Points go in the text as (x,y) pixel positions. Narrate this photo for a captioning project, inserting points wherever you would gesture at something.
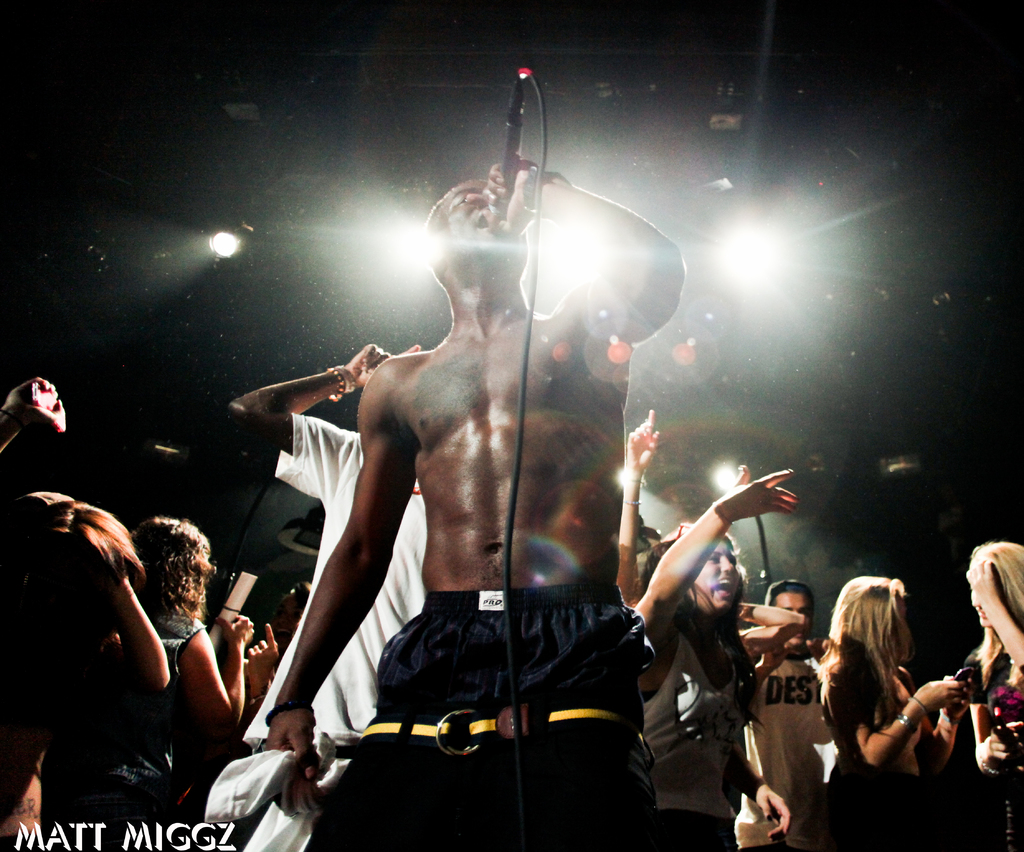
In this picture I can see group of people (633,644) are standing. Here I can see a man (490,487) is standing and holding a microphone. In the background (773,288) I can see lights (774,258).
